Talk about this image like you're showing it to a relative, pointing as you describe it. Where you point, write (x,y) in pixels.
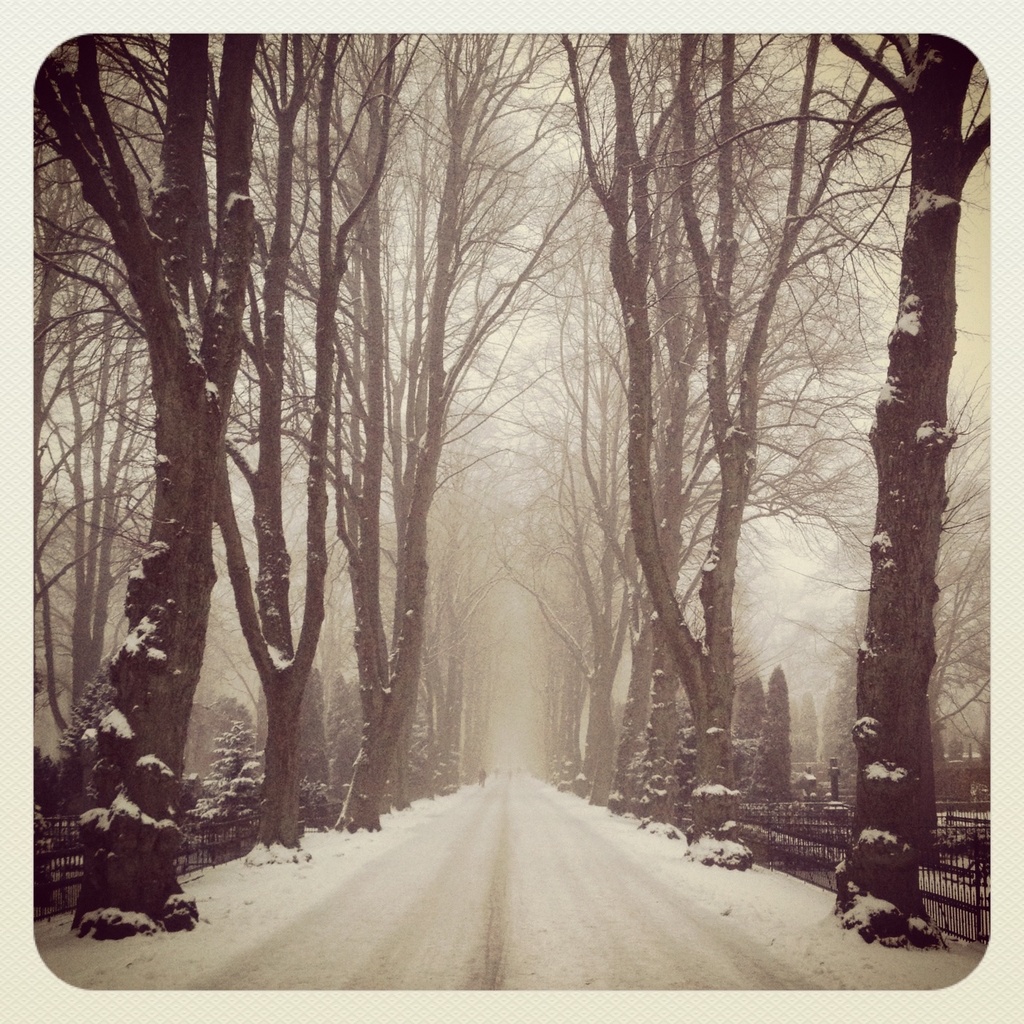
In this image we can see there is a person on the road (536,919). And there are trees (865,854), snow (839,927), pole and fence (813,827).
